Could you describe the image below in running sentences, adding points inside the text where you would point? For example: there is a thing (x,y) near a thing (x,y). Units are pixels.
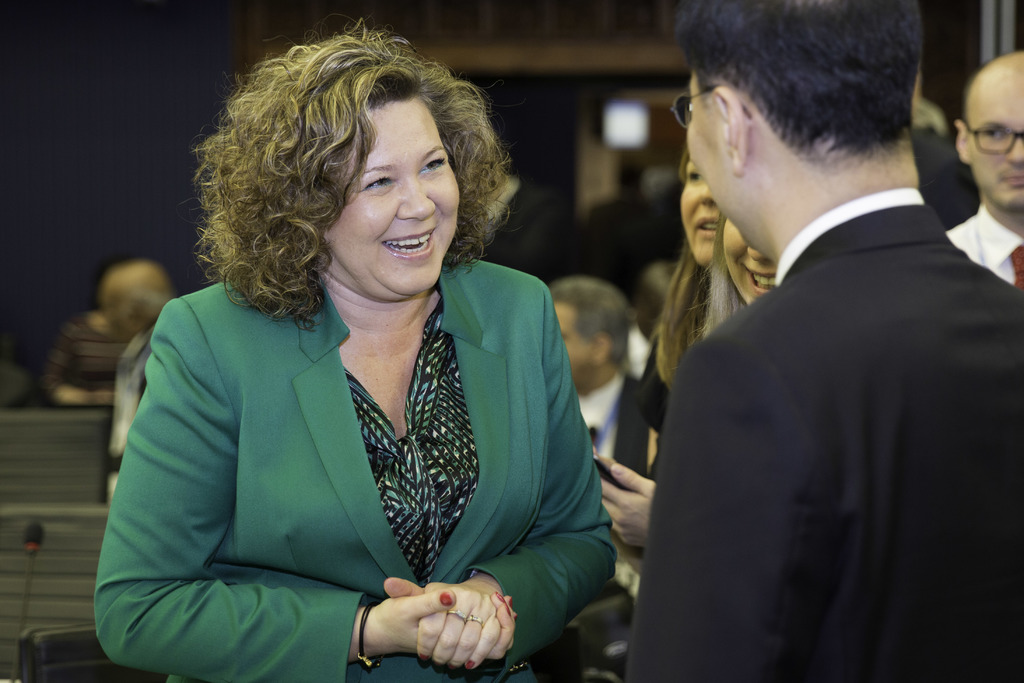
In this image, there are a few people (751,471). We can also see a microphone (19,648) and an object (61,645) at the bottom (115,665). We can also see the blurred background (481,23).
